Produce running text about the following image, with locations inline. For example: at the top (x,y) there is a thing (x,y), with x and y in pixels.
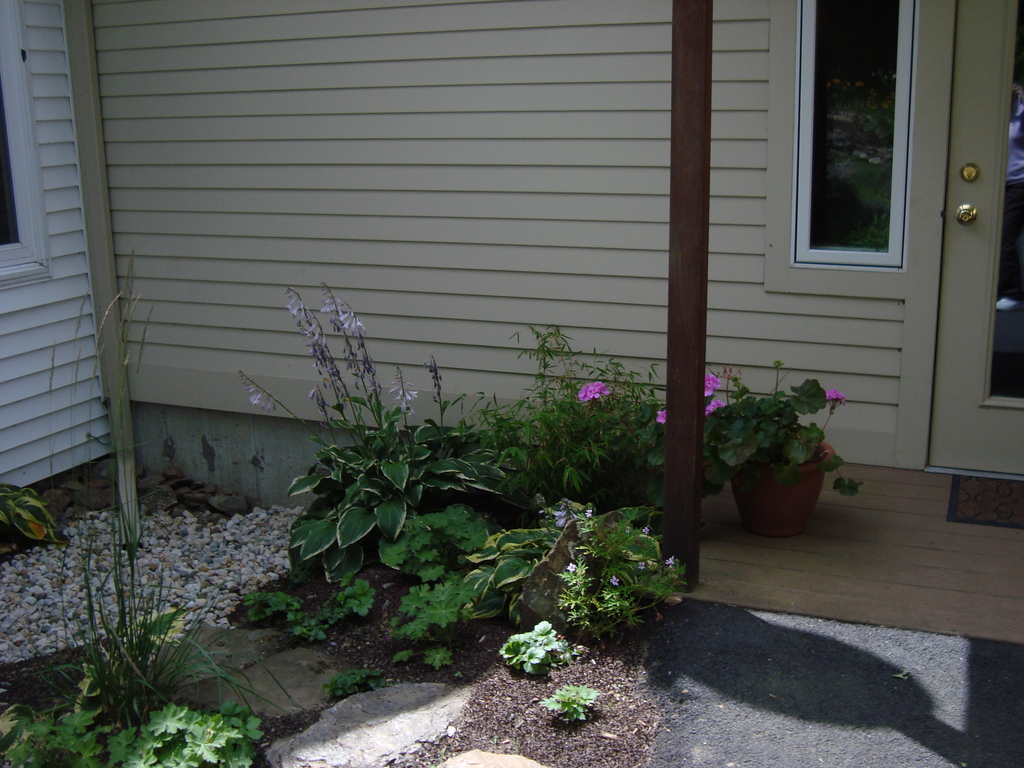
In the background (969,351) we can see the partial part of a door (950,227). In this picture we can see glass window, wall (835,430), bolt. We can see the plants (790,420), pot (817,483), pole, door mat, pebbles (257,543).
